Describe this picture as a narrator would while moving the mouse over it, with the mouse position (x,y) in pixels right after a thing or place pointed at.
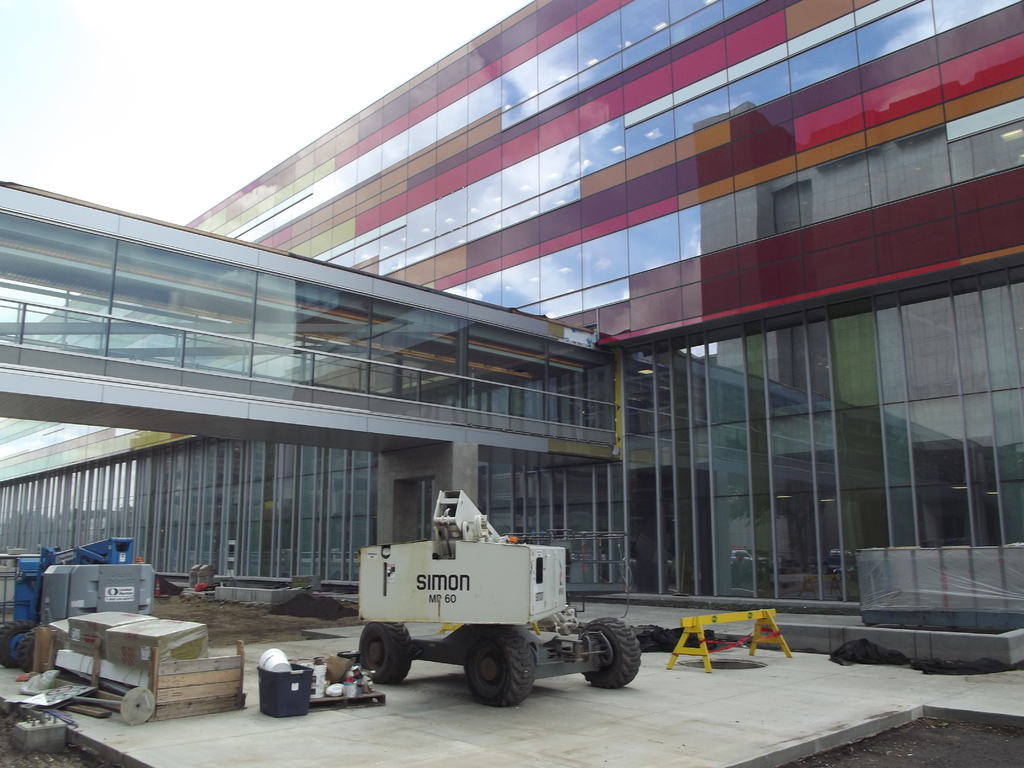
In the image we can see building (459,393) made up of glass (396,376). Here we can see cart (463,618), tires (494,660) and there are many other things (70,621). Here we can see solid surface (700,706), sand (236,621) and the sky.
